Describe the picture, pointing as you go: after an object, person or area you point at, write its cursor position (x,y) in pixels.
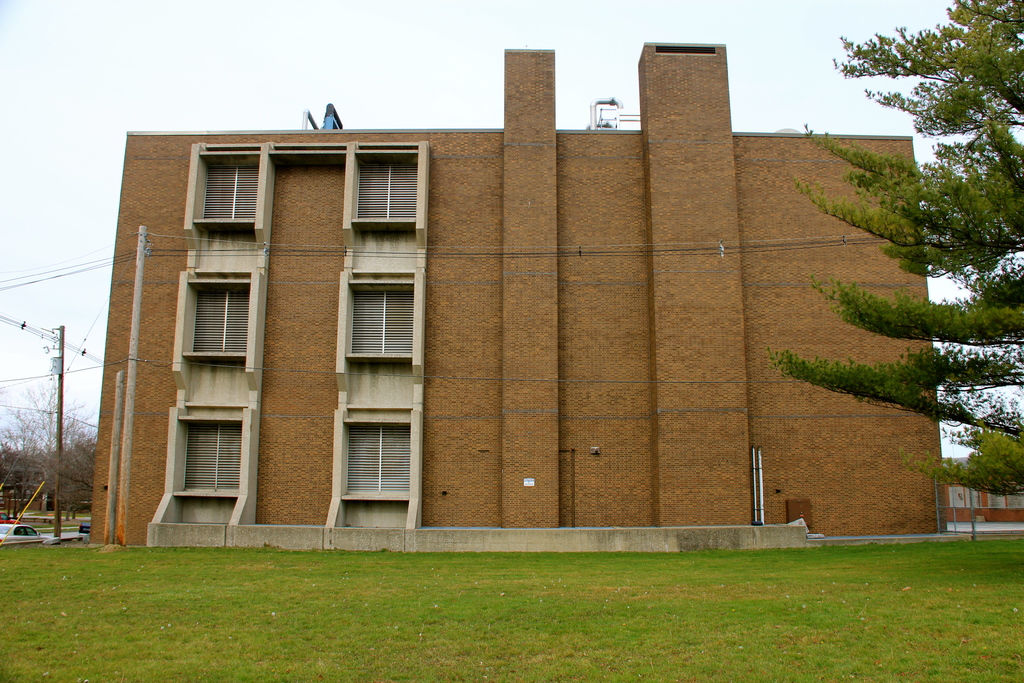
In this image there is a building (553,342), in front of the building (580,501) there is a surface (480,612) of the grass (633,588) and on the right side of the image (925,187) there is a tree (963,318), on the left side of the image (58,508) there is a pole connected with cables (45,334), there is a vehicle (15,534) and trees (22,460). In the background (243,52) there is the sky (465,49).
